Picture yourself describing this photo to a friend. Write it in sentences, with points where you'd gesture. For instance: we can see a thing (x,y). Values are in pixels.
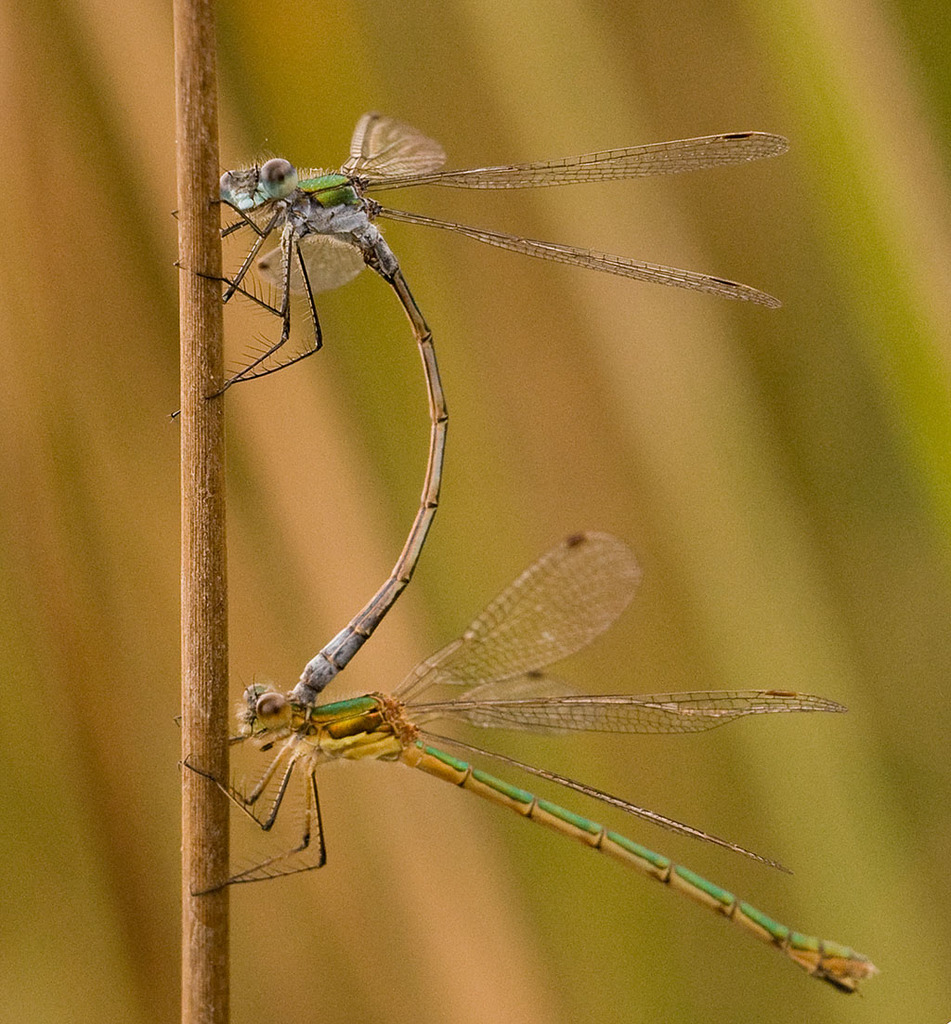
In this image we can see two damselflies (286,192) which are holding bamboo stick (202,67).
